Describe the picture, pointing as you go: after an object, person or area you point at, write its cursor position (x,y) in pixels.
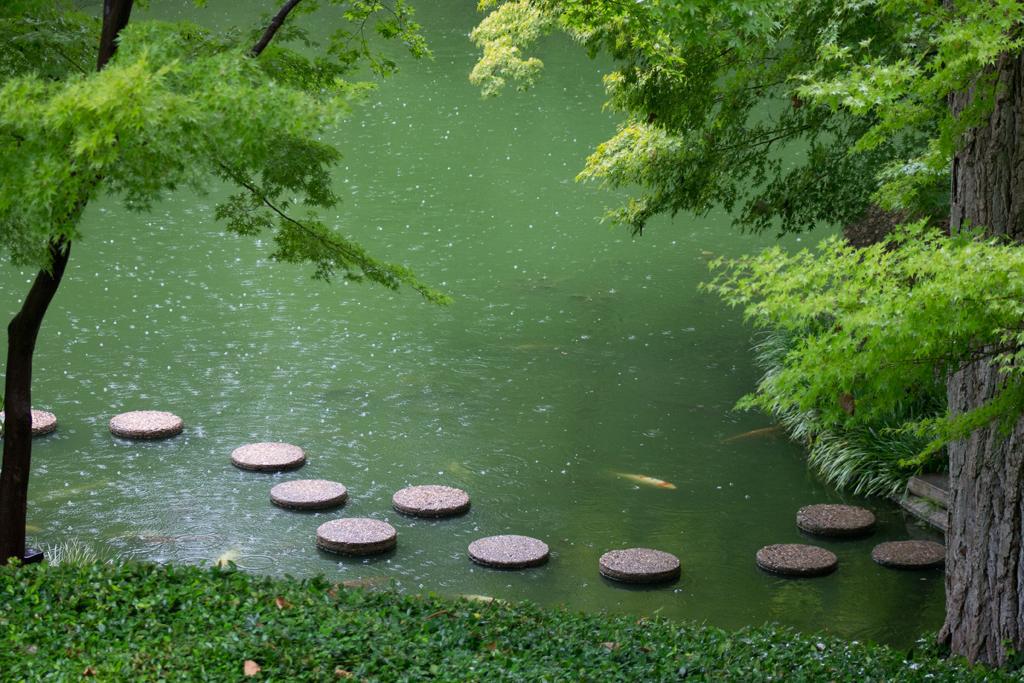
In this image I can see some grass (319,623) on the ground (319,623), the water (536,427) and few trees (848,320) which are green, black and ash in color. I can see few objects (886,548) on the surface of the water (295,530).
